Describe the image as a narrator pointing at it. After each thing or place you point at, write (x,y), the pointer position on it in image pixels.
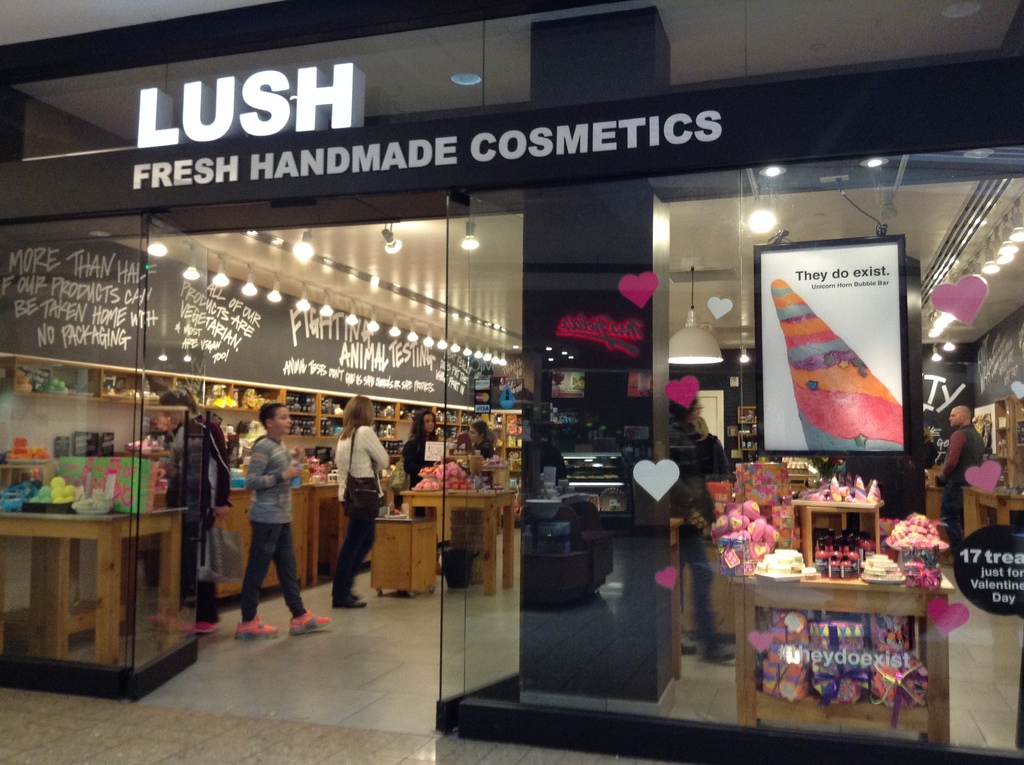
In this picture there is a cosmetic store (525,356). In the store (330,438) there are people (264,442), lights (744,356), text (875,274), tables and other objects (772,428).
